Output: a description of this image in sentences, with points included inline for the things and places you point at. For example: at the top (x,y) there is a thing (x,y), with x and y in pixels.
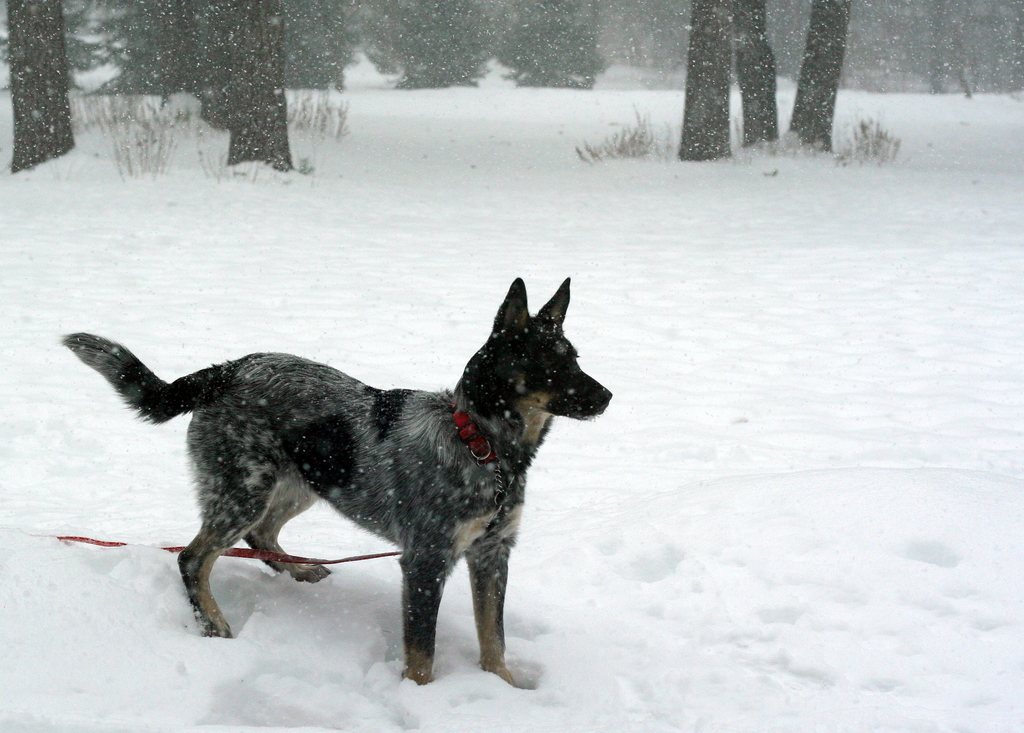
In this image I can see a dog (358,402) which is black and brown color. We can see snow (442,156) and trees (687,90).
